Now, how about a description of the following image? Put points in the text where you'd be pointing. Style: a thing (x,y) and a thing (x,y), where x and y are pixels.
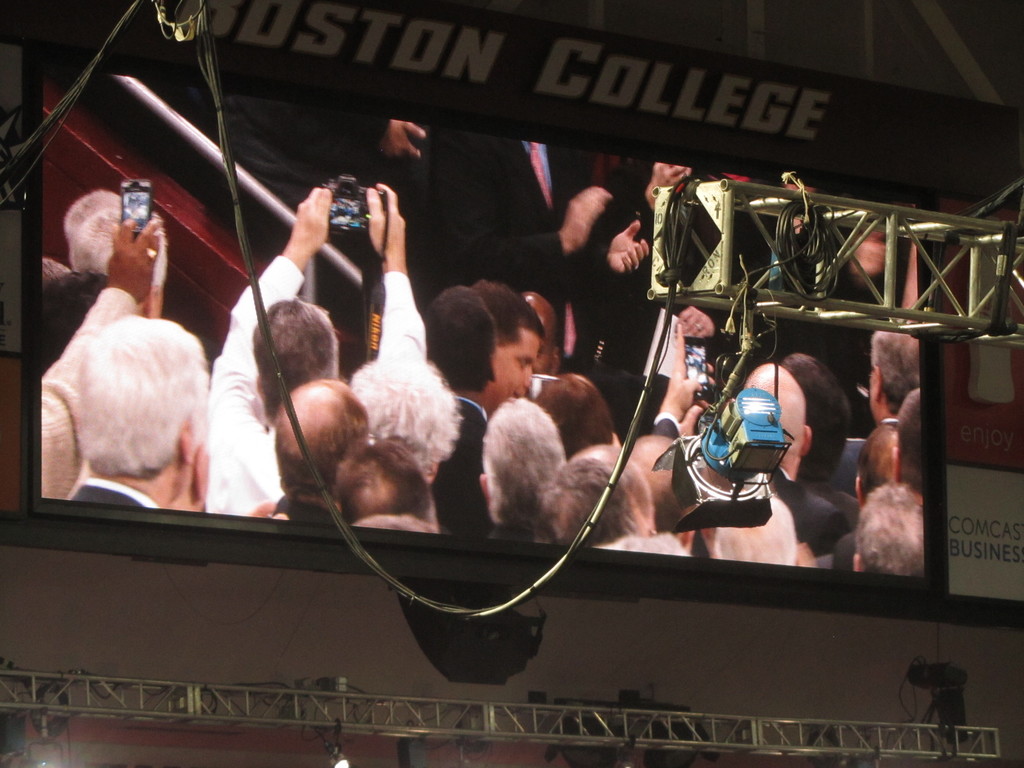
In this picture I can see there is a screen (577,287) and there are few people (293,283) holding a smart phone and a camera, in the backdrop (533,210) there are few people (540,219) wearing blazers (540,219) and clapping hands (632,243).
